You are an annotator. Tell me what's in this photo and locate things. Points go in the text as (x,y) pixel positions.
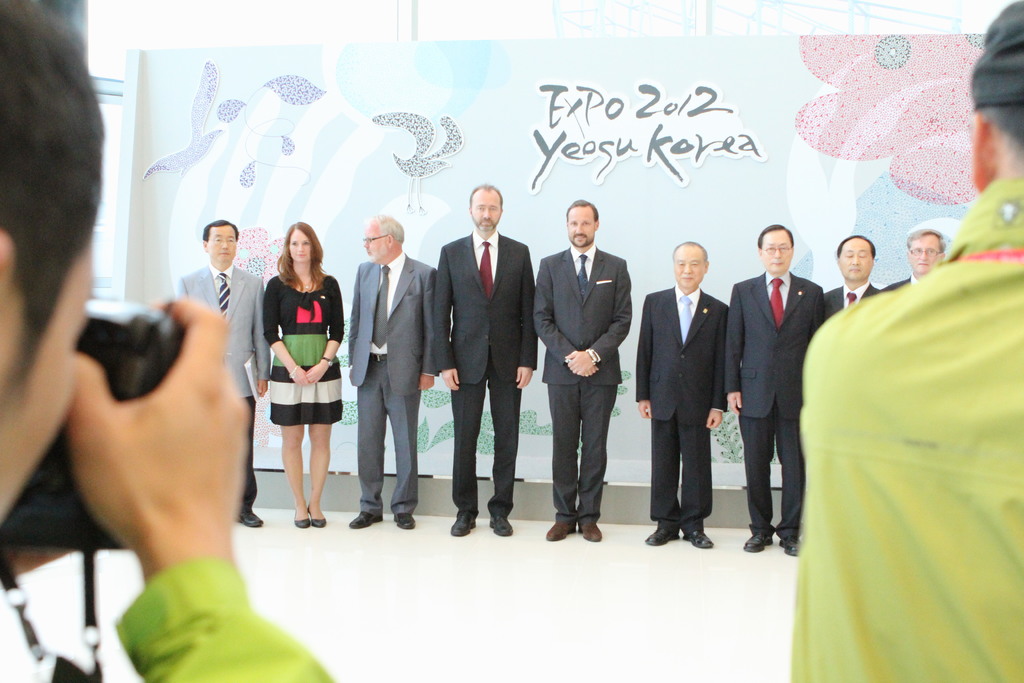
In this image I can see two persons (236,620) wearing green colored dresses (891,498) are standing. I can see a person (163,489) on the left side (192,498) is holding a camera (134,386) in his hand (163,453). In the background (381,375) I can see few persons (439,316) wearing blazers (592,313) and a woman (342,321) wearing black, green, red and white colored dress (312,342) are standing on the white colored floor (511,520) and behind them I can see a huge banner (401,156).
